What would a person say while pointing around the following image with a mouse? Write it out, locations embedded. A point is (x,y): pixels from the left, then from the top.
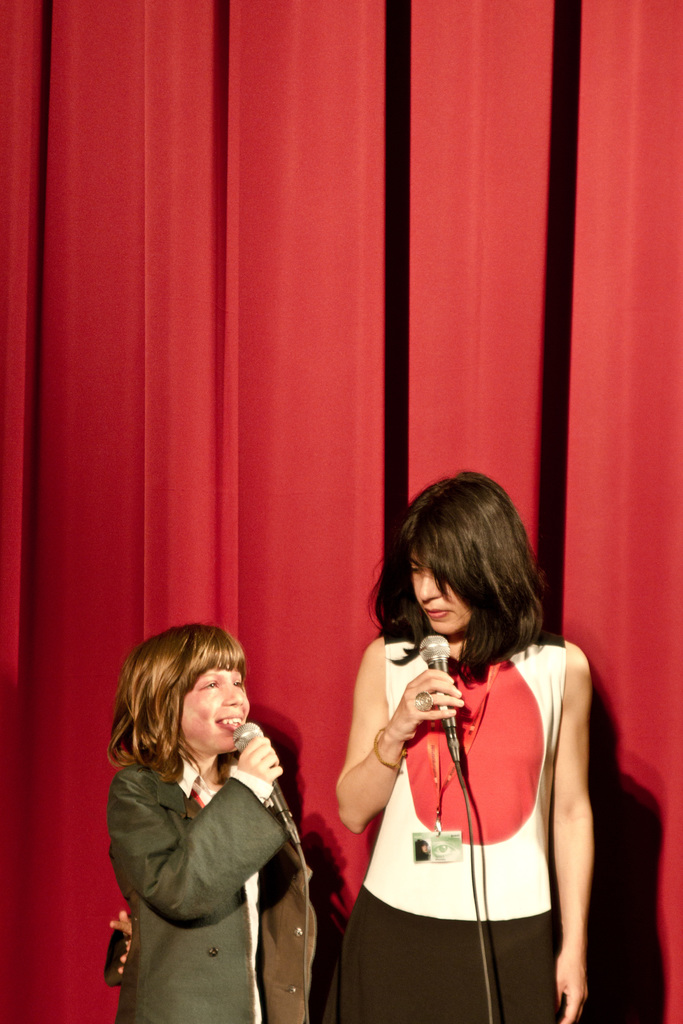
On the background (442,382) we can see red colour curtain (493,360). Here we can see a woman (432,766) and a girl (177,792) holding mics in their hands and this girl (223,776) is talking.
